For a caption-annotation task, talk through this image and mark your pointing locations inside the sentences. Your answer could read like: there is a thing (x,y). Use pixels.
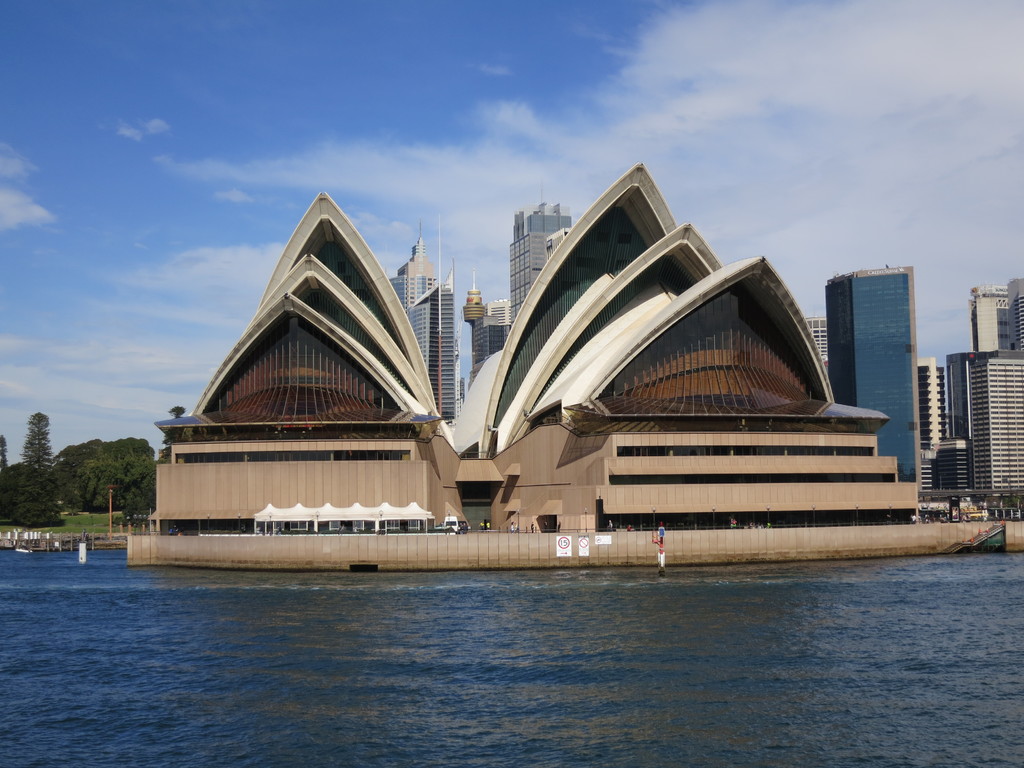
In this image we can see a building (527,518) which is known as Sydney Opera House (499,465) and we can see the water (324,761) and there are some buildings (978,455) in the background (978,455). We can see some trees (107,505) on the left side of the image (98,485) and at the top (298,110) we can see the sky (600,106).
